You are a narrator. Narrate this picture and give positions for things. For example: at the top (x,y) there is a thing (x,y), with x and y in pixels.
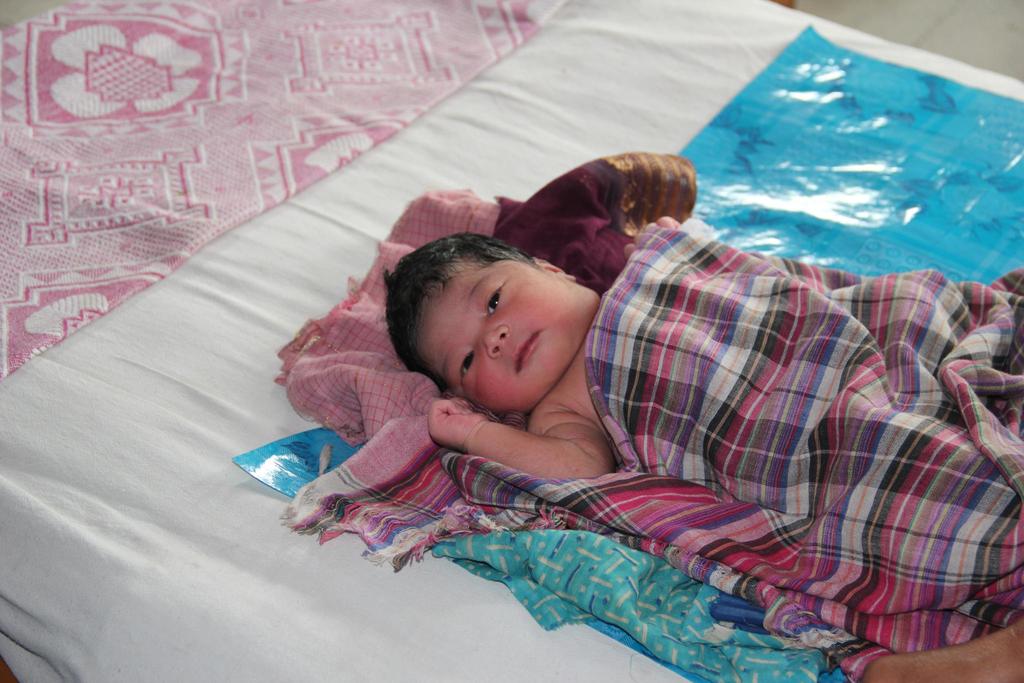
In this image I see a baby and the baby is lying on the bed (303,677) and I see a blanket (986,312) on the baby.
